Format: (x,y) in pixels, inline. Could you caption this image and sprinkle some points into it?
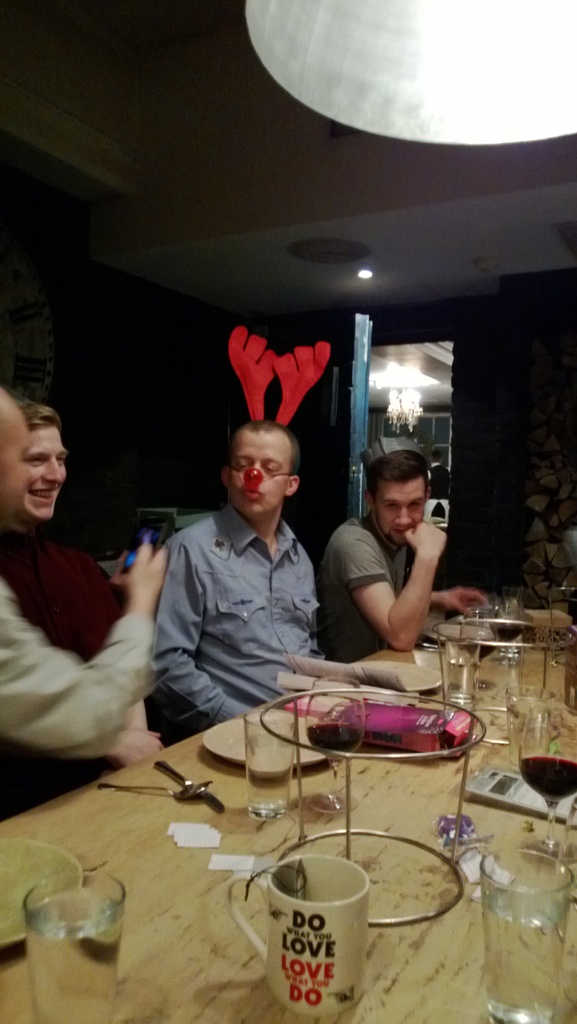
It seems to be the image is inside the restaurant (504,537). In the image there are four people (142,576) who are sitting in front of a table (259,851). On table (93,809) we can see a plate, knife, spoon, glass (555,809), juice (543,795), cloth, water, cup (352,928), card (191,836), paper (198,836). In background (412,421) we can see a light (415,407) on top and windows (439,431) which are closed and on the left side (42,329) there is a watch (37,337) which is very big.
